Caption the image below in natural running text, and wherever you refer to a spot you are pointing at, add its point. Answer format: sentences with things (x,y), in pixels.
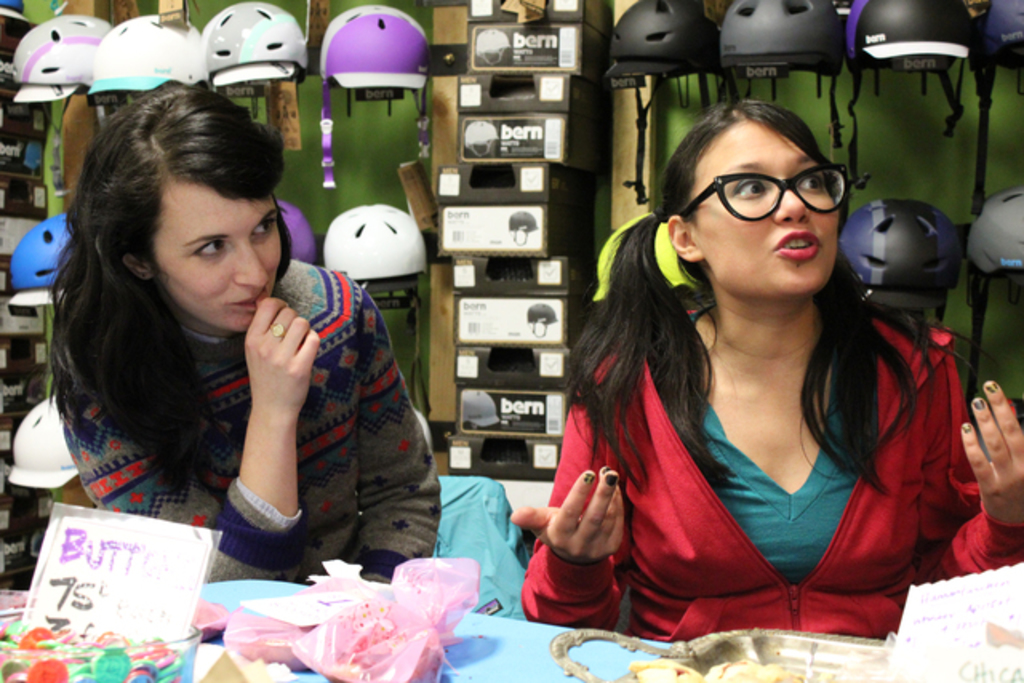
In this picture we can see two women (283,389) where a woman (765,131) wore a spectacle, jacket (694,571) and in front of them we can see a tray (745,645), gift packets (214,624), bowl (186,679) with a card (177,593), colourful items (27,628) in it and in the background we can see helmets (280,58), boxes (550,236) and some objects (426,140).
